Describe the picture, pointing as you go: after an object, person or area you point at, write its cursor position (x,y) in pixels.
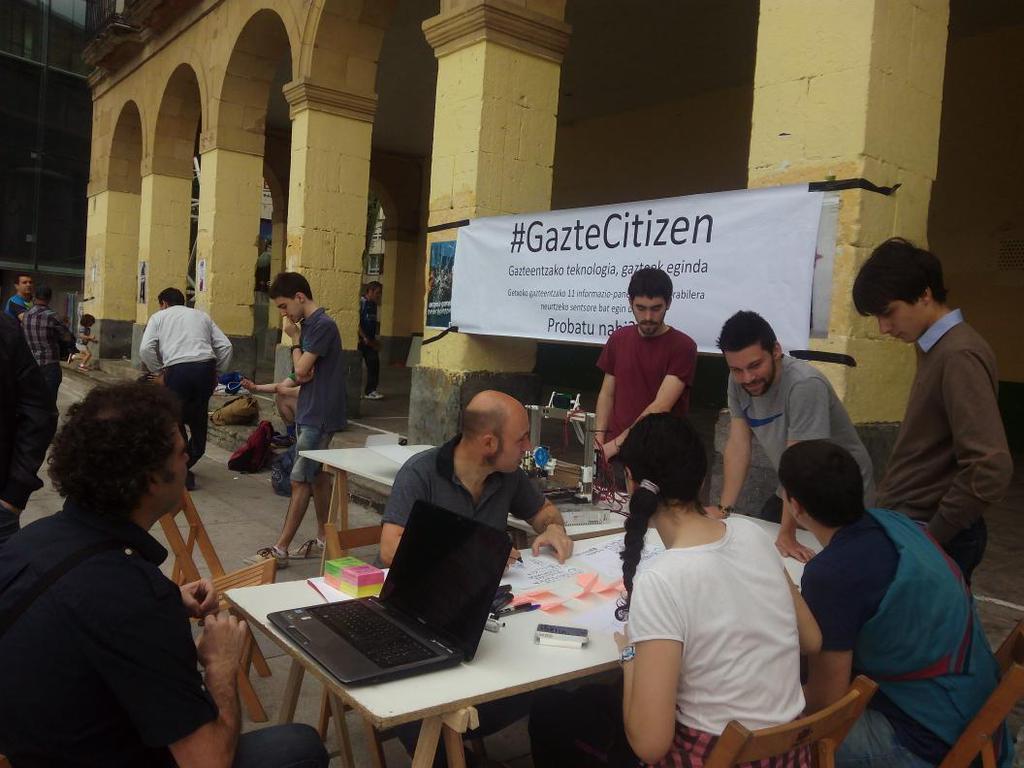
In this picture here is the pillar (341,105) and the wall (597,158), and here is a hoarding (497,231) with Gazte citizen a person (447,470) is sitting on a chair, and he is writing on a paper (553,563), and here is a person (182,648) sitting on a chair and looking. here is laptop (445,588) on the table (500,641), here is a woman (717,592) sitting on a chair (736,728). looking into the papers (572,570). and here the group of people (301,479), and on the floor (234,488) there are some bags (241,465).
